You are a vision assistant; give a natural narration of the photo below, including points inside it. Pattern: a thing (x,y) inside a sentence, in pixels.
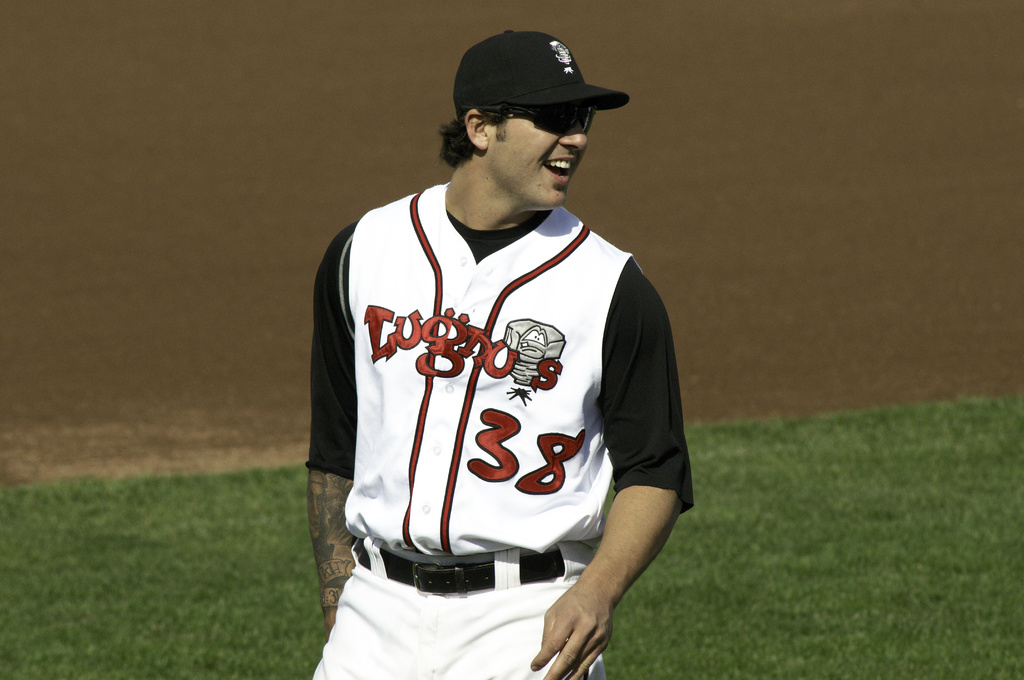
In this image there is a man (437,390) standing in the center (474,439) and smiling. In the background (150,599) there's grass (883,592) on the ground (890,549).
